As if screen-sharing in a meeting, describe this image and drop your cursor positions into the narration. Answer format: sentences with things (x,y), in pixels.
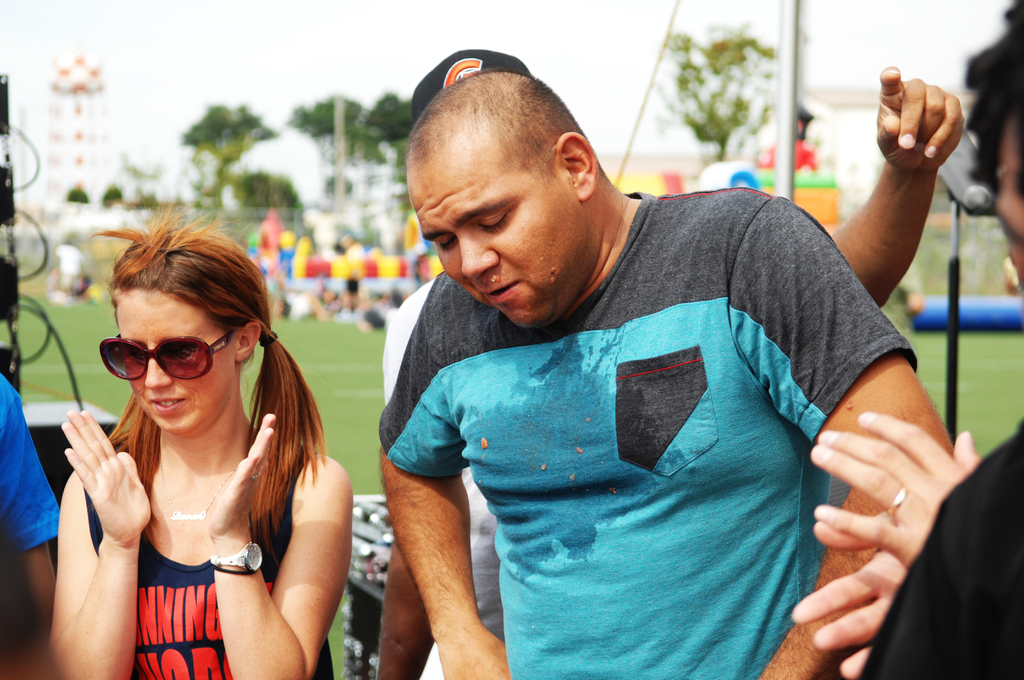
In this image we can see some group of persons (534,352) standing and in the background of the image (270,191) there are some objects (311,248), trees (369,117) and clear sky (681,20), in the foreground of the image (238,528) there is a person (154,423) wearing goggles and a person (645,460) wearing blue color T-shirt (664,482) standing.
